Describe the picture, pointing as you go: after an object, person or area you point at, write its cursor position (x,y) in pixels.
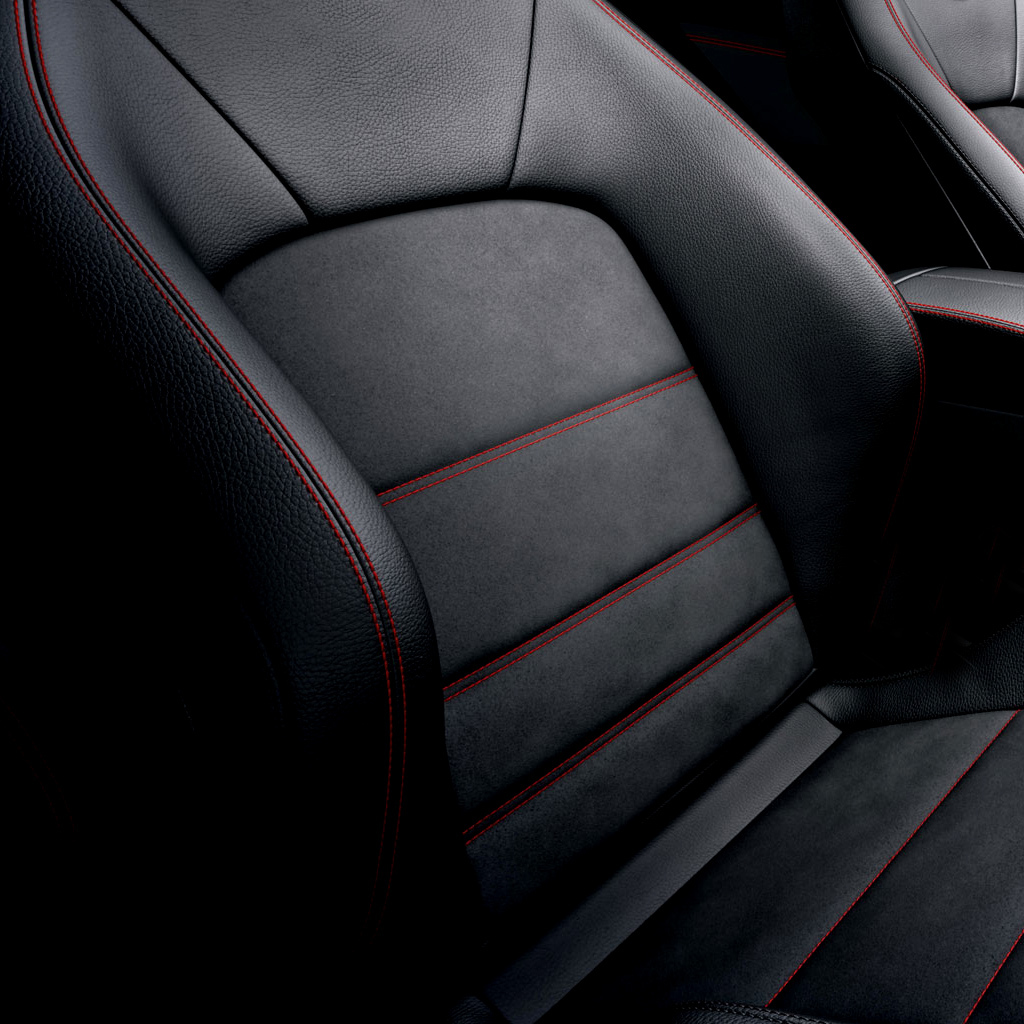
In the picture I can see a seat (562,276) of a vehicle (750,419) which is in black and red color.
